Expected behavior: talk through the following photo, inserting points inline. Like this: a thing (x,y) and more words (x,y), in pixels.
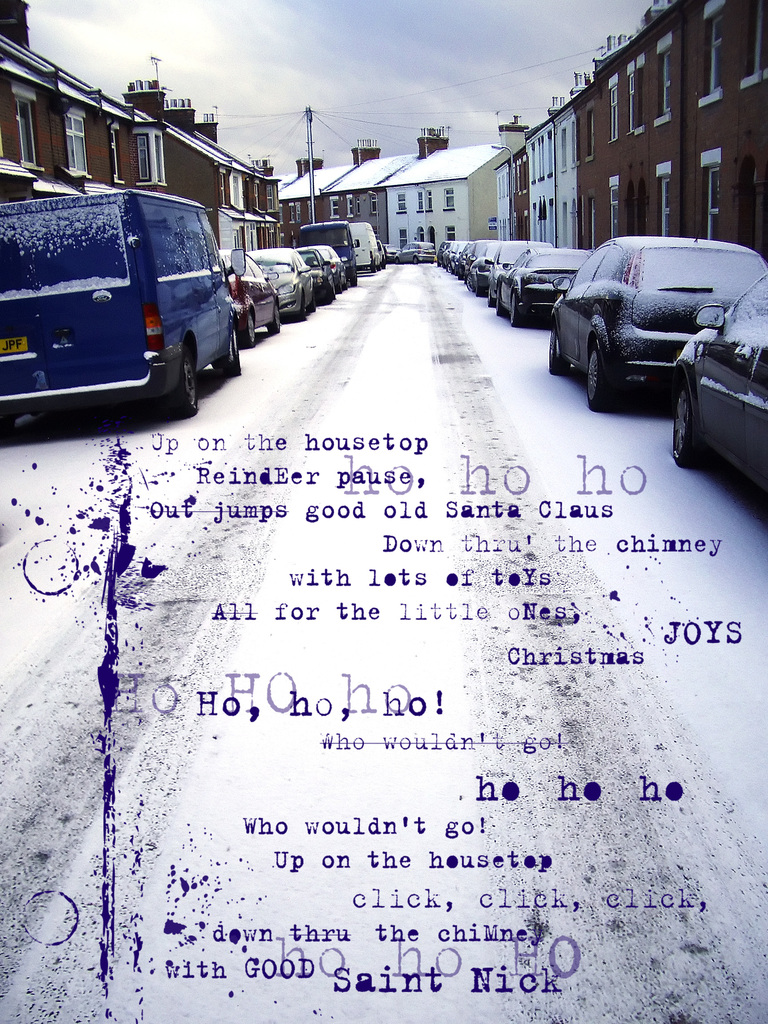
In this image we can see a few buildings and vehicles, also we can see some text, there are some windows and a pole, in the background (319,83) we can see the sky (360,70) with clouds (418,50).
